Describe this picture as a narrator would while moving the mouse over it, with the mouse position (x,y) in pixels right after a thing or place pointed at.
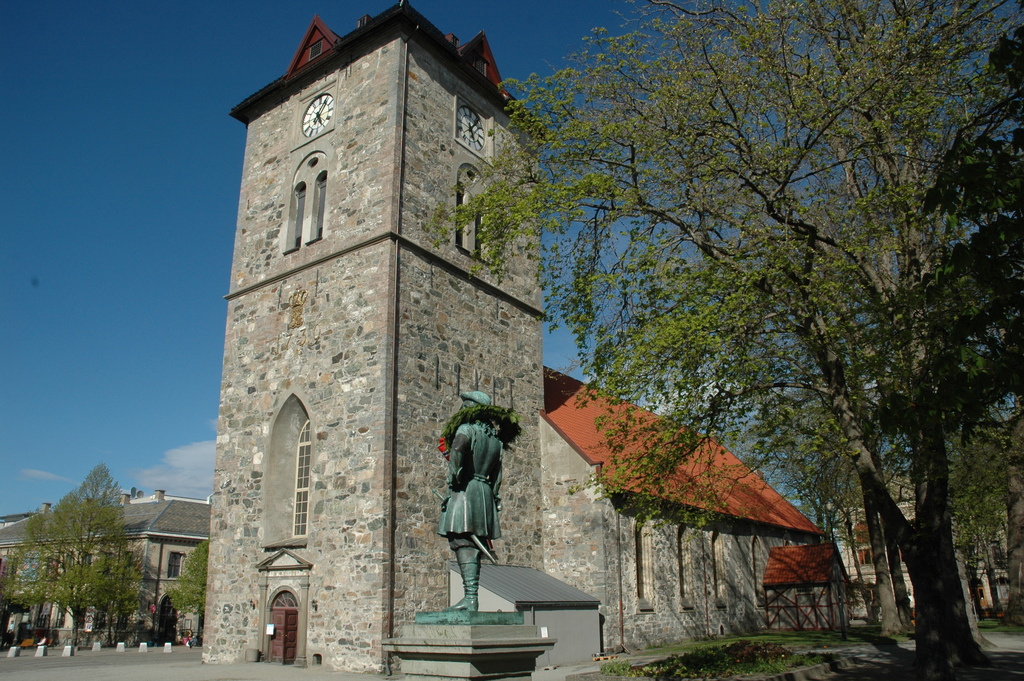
There is a building (410,350) and there is a statue (460,512) in front of it and there are trees (778,446) on either sides of it.
